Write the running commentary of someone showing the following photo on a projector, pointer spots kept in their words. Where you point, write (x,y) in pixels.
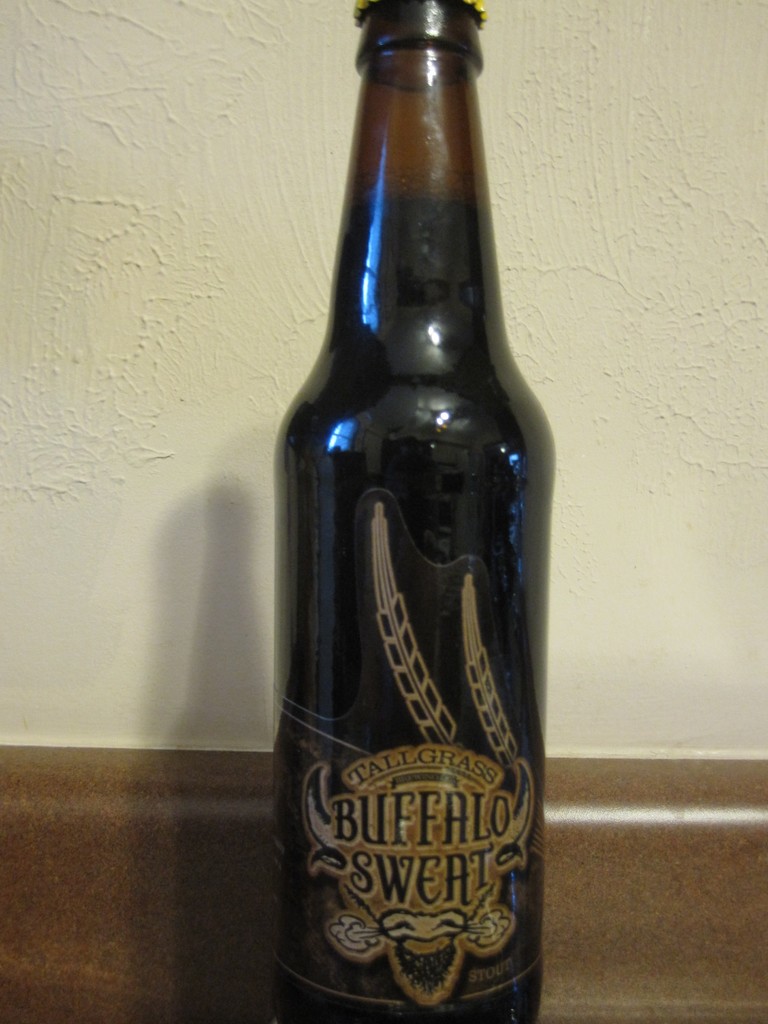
In the picture there is a bottle (429,728) it is written as "buffalo sweat" on the bottle (352,663) is of black color, in the background (598,274) there is a wall (628,289).
